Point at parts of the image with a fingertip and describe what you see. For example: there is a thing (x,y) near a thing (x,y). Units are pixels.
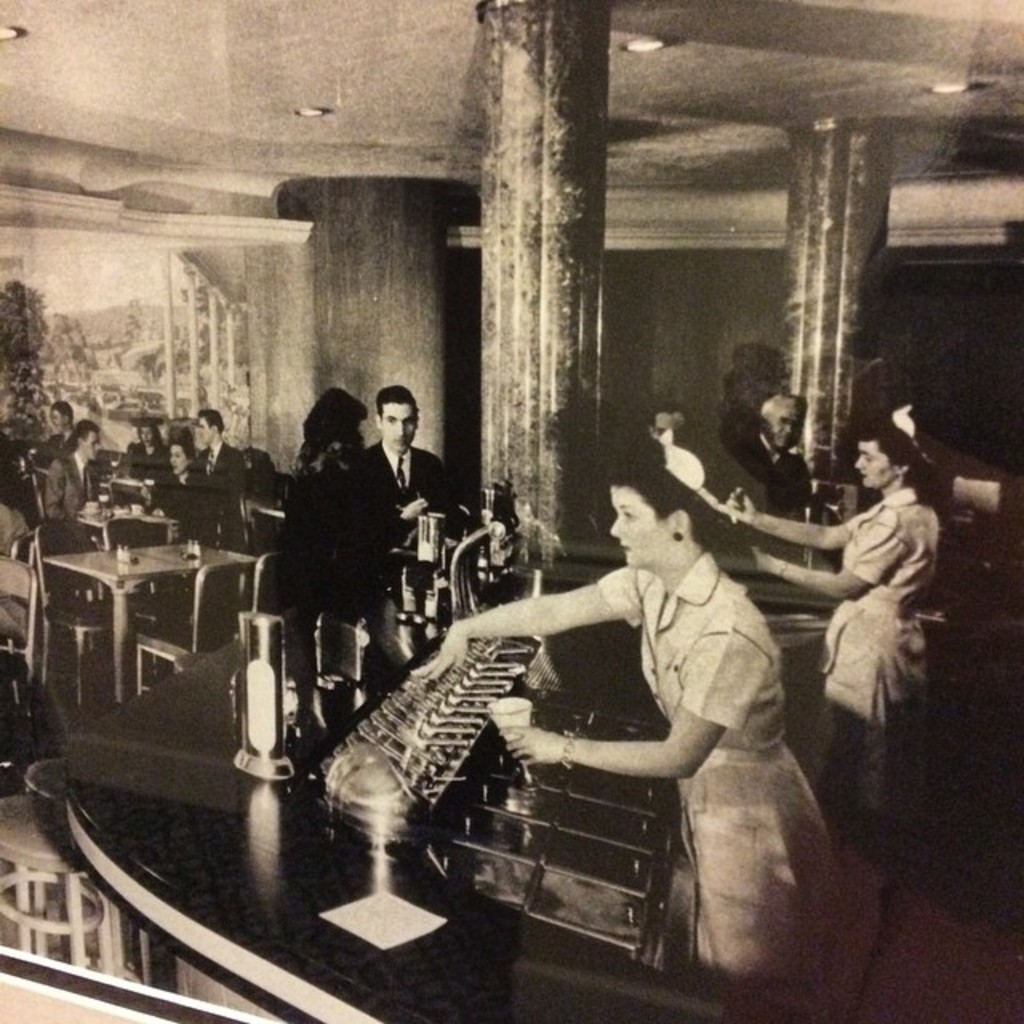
In this picture I can see there are a group of people (721,595) standing here and they have a paper cup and there are some other people (227,473) sitting here and there are some other people (391,484) here and in the backdrop (103,442) there is a wall (102,337).
